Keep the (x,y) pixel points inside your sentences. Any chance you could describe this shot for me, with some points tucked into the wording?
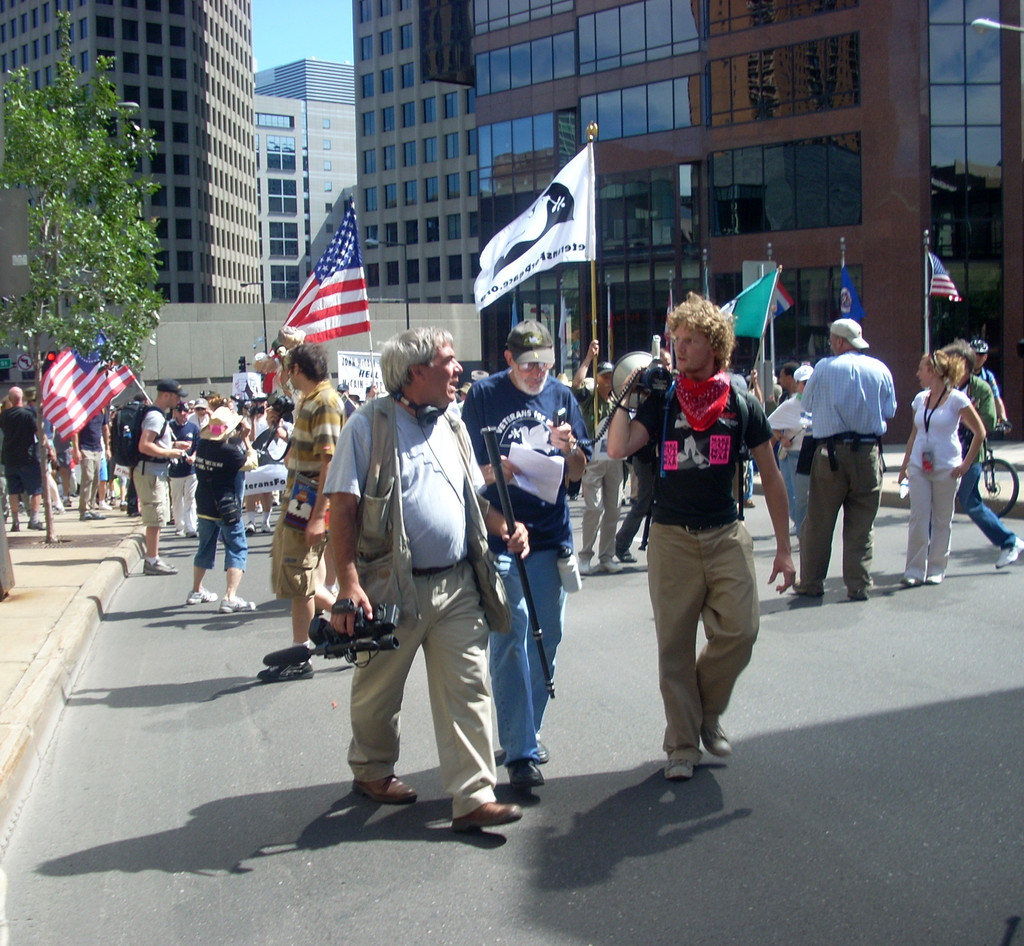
In the middle of the image (402,549) few people (534,337) are standing and holding something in their hands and walking on the road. Behind them there are some trees (39,288) and poles (241,284) and flags (560,328) and buildings (463,305).
